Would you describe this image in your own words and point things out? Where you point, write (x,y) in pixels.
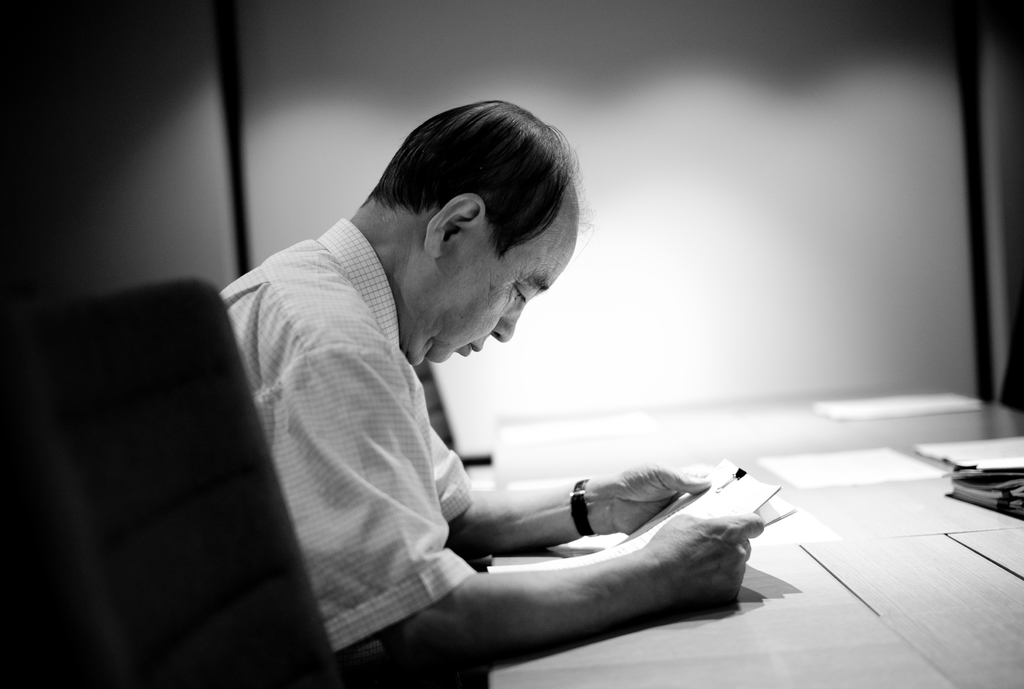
This picture we see a man (387,598) seated on the chair (194,650) holding a book (526,564) in his hand (737,532) and we see couple of papers (849,459) on the table (804,442).
